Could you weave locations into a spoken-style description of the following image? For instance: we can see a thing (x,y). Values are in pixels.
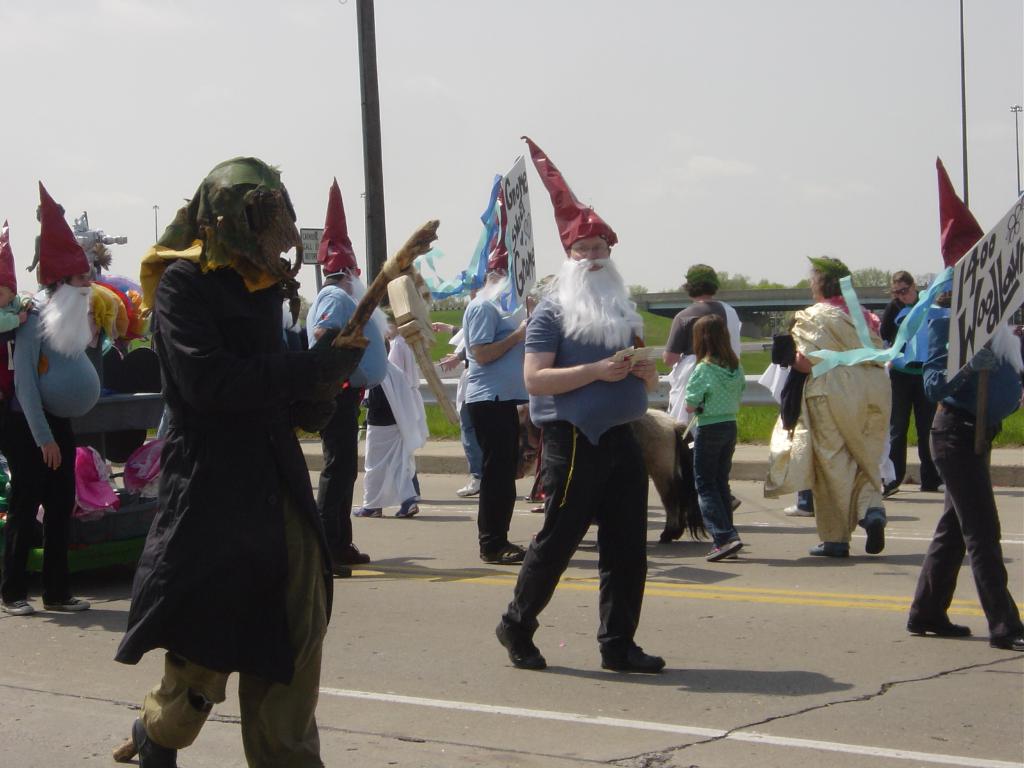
There are many people (817,406) walking on the road (659,554) wearing mask (277,222), cape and helmet (53,240). A person (995,407) on the right (988,372) is holding a placard (975,305). In the back (399,126) there is a pillar (378,125), sky (511,134), grass lawn (656,335) and trees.
